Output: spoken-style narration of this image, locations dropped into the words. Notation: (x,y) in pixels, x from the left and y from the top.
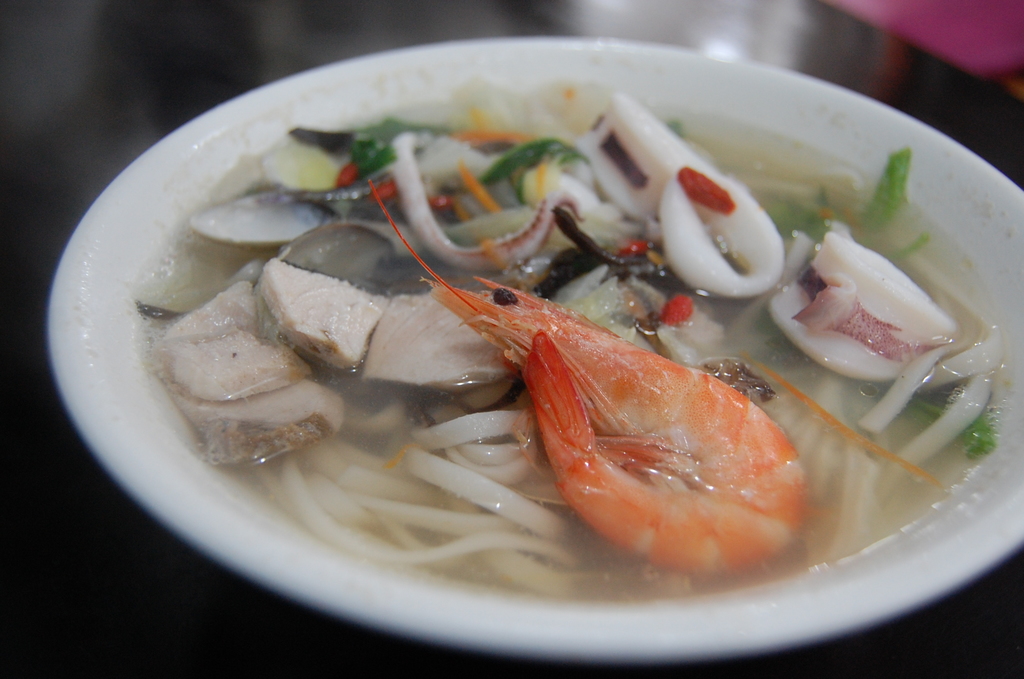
These are the food items (569,297) in a white color bowl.
